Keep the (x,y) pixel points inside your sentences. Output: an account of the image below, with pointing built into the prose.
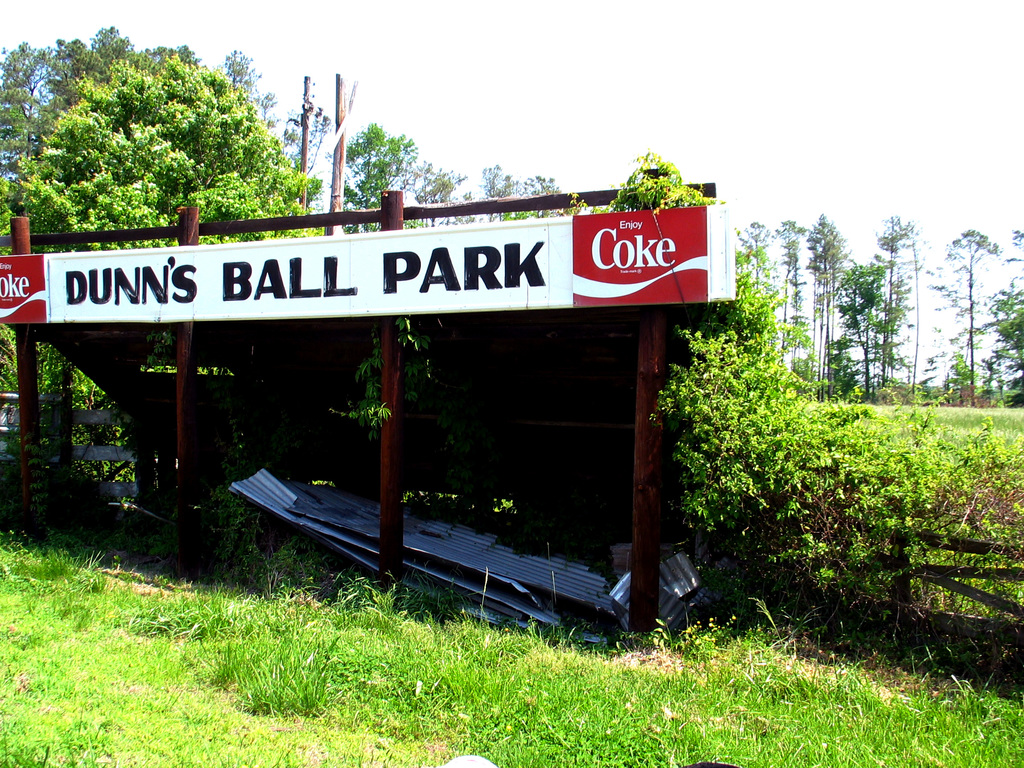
This is an outside view. At the bottom of the image (304,722) I can see the grass (528,701). In the middle of the image (497,459) there is a shed (430,356), under that I can see some metal objects (342,529) on the ground (375,573). In the background (917,321) there are some trees (887,324). On the top of the image (784,17) I can see the sky (757,5). To this shed (65,330) I can see a board (287,288) which is in white and red colors and I can see some text (228,273) on that.
